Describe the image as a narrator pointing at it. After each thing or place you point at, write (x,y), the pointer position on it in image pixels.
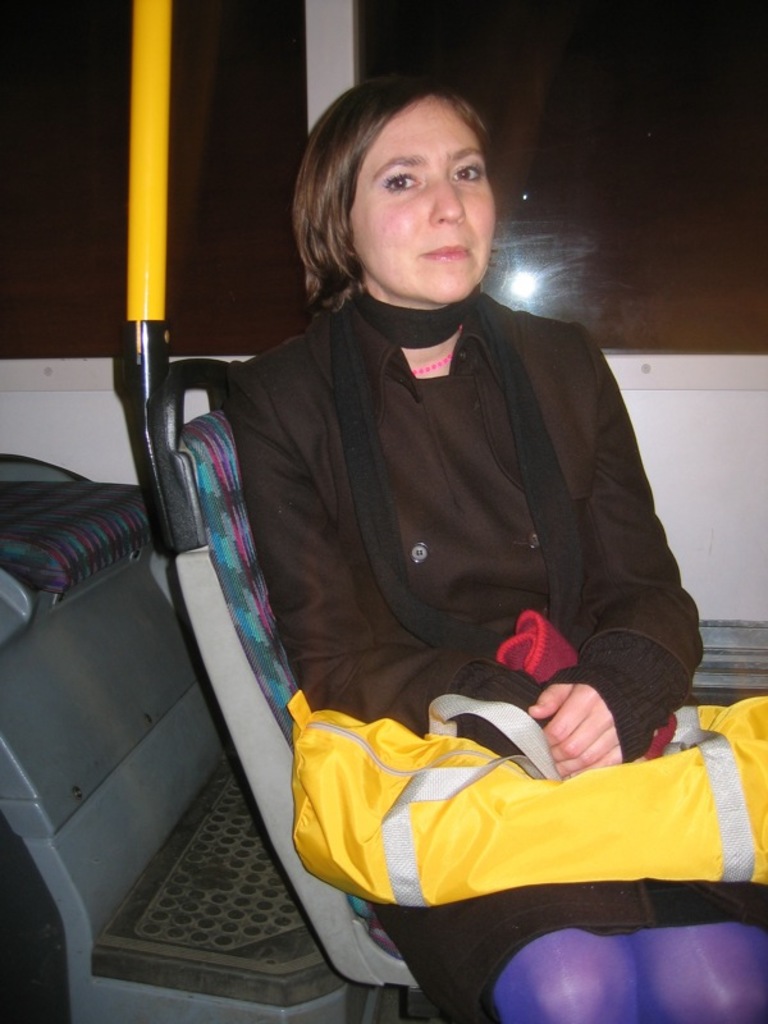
In this image there is a women (502,971) sitting in a bus (195,157), keeping a bag (682,733) in her lap (694,732), in the background (640,0) there are glass windows (101,93).
